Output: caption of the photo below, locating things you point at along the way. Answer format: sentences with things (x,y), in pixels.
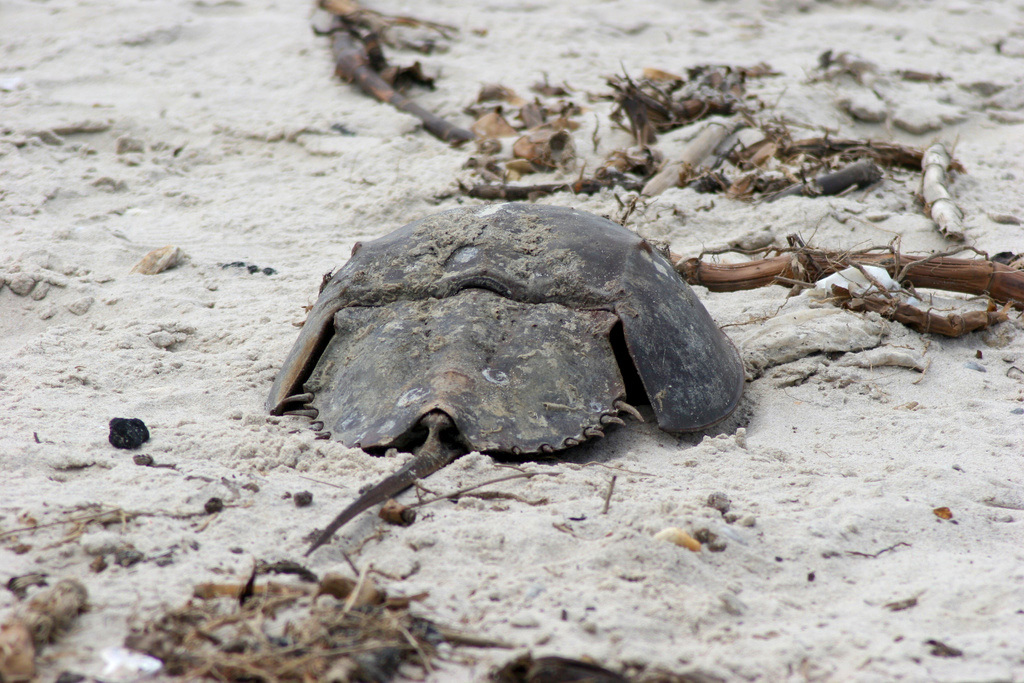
In this image I can see a horseshoe crab (321,338) which is in gray color on the sand (209,355).
